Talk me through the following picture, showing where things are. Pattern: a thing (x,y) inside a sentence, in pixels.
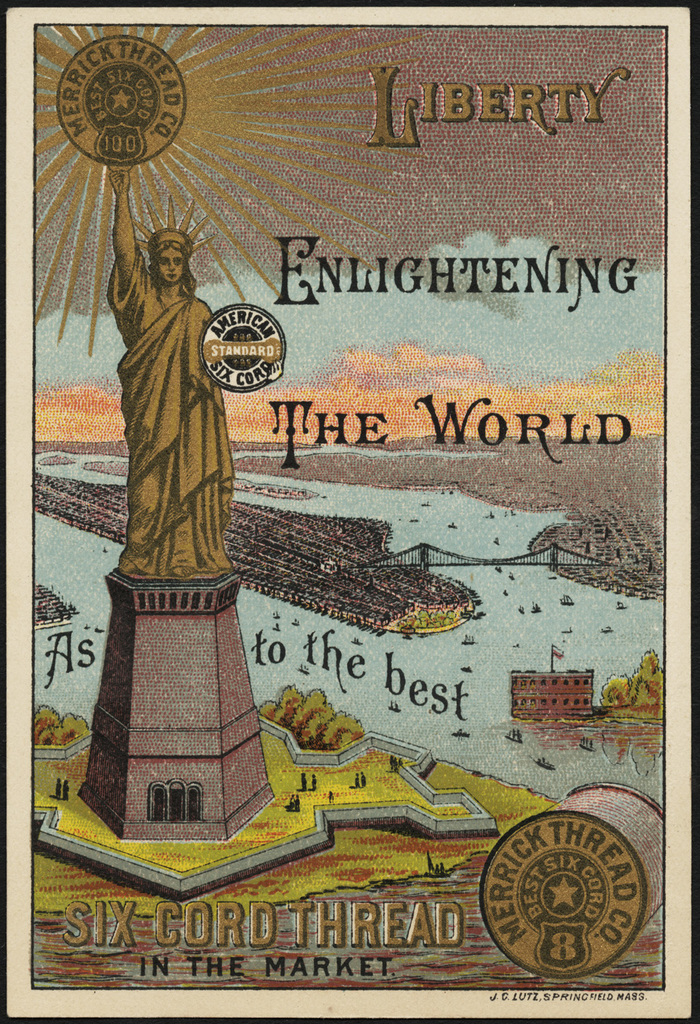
In this picture there is a poster (294,198) in the center of the image (238,645) and there is a statue (125,340) on the left side of the image (132,292).
